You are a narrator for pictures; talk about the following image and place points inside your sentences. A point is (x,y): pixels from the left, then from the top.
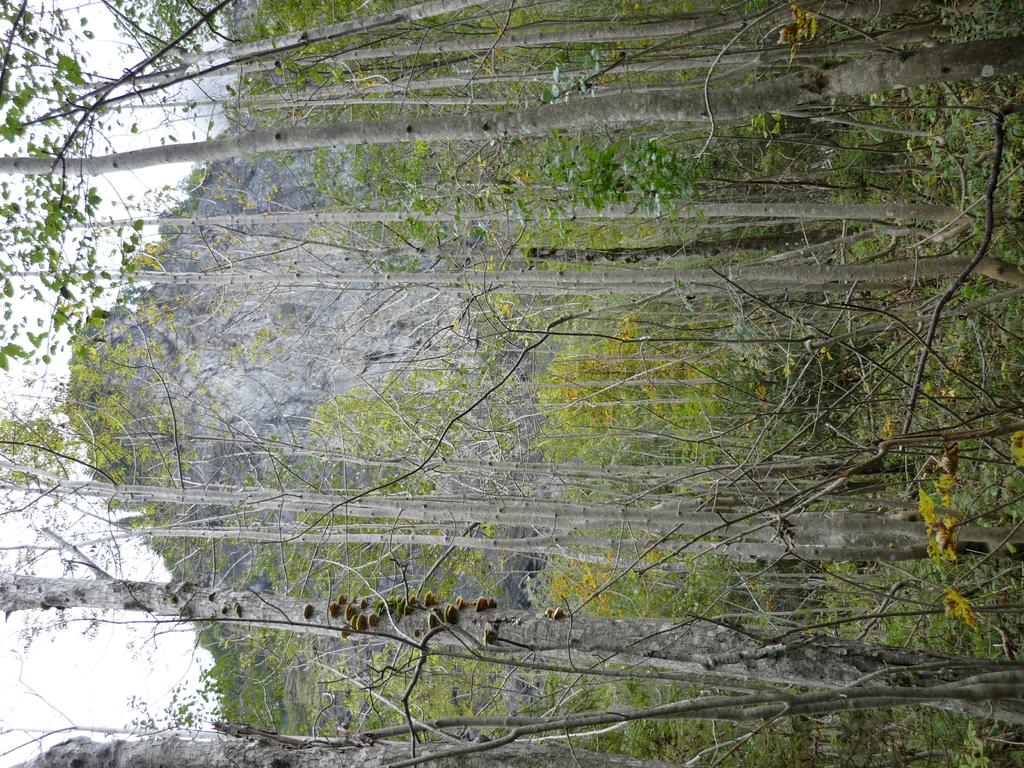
In this image we can see few trees (717,457), mountain (471,332) and the sky (126,711) in the background (148,555).
